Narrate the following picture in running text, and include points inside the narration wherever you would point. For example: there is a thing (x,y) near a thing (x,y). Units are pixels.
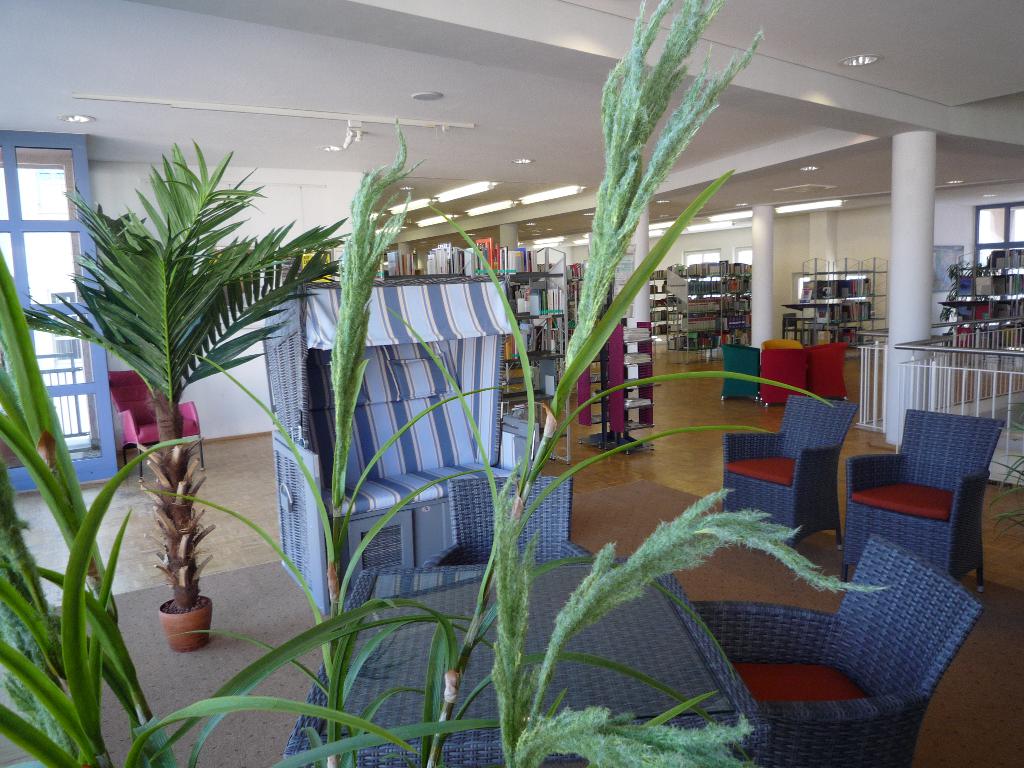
In this I can see on the left side (91,754) there are plants (187,597). In the middle (365,421) there are sofa chairs (879,618), it looks like a library (593,404), at the back side (665,277) there are books (683,277) in the racks (684,275).
